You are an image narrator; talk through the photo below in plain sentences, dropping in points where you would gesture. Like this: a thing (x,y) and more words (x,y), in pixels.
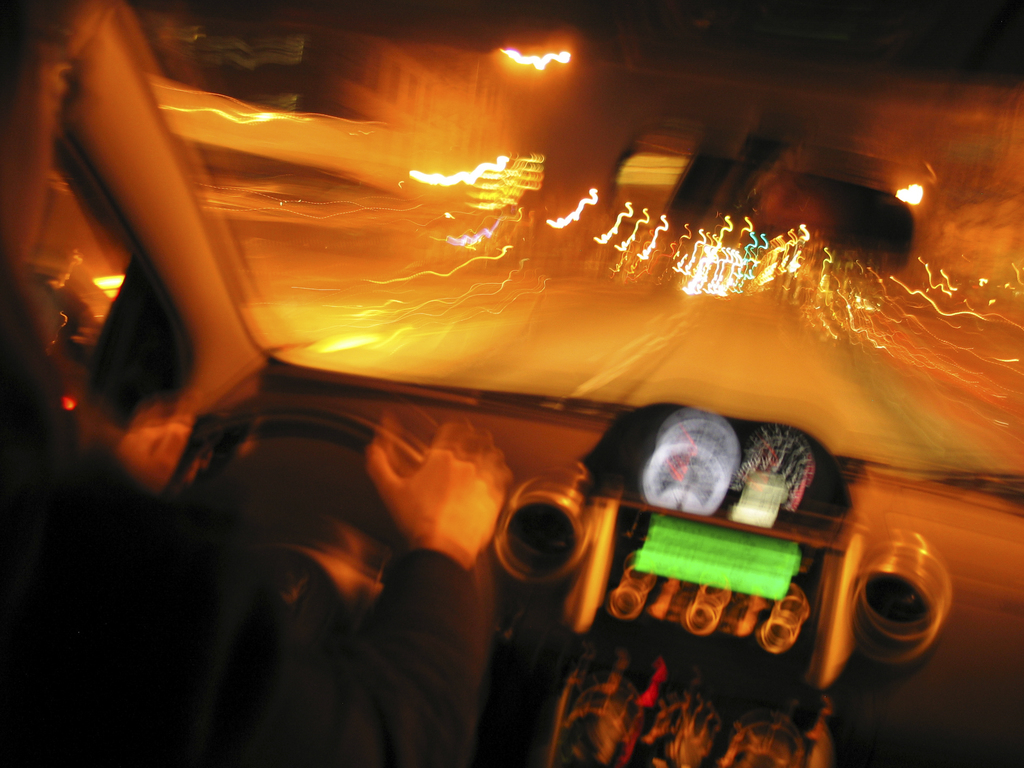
In this image there is a person (104,569) sitting inside the car (690,589). In front of him there is a glass (618,289) through which we can see lights (653,259), road (668,328), buildings (477,129).
